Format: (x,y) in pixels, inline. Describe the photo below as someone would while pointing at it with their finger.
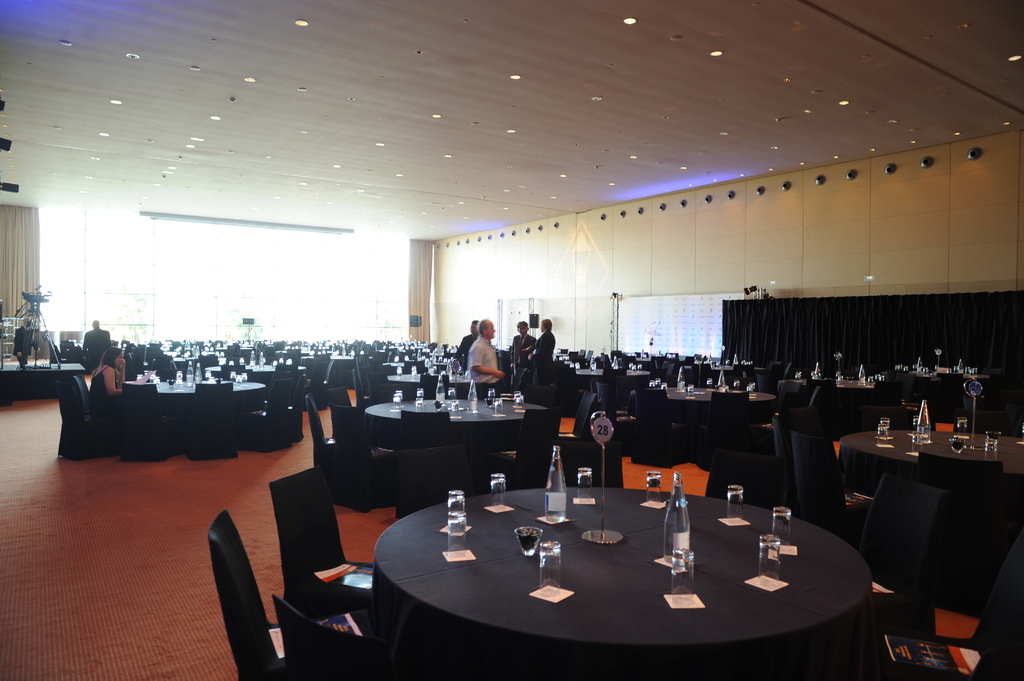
In this image we can see few tables (667,584) and chairs (384,499). On the table (408,624) we can see water bottle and glasses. In the background (466,362) we can see few people (463,352) and video camera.
